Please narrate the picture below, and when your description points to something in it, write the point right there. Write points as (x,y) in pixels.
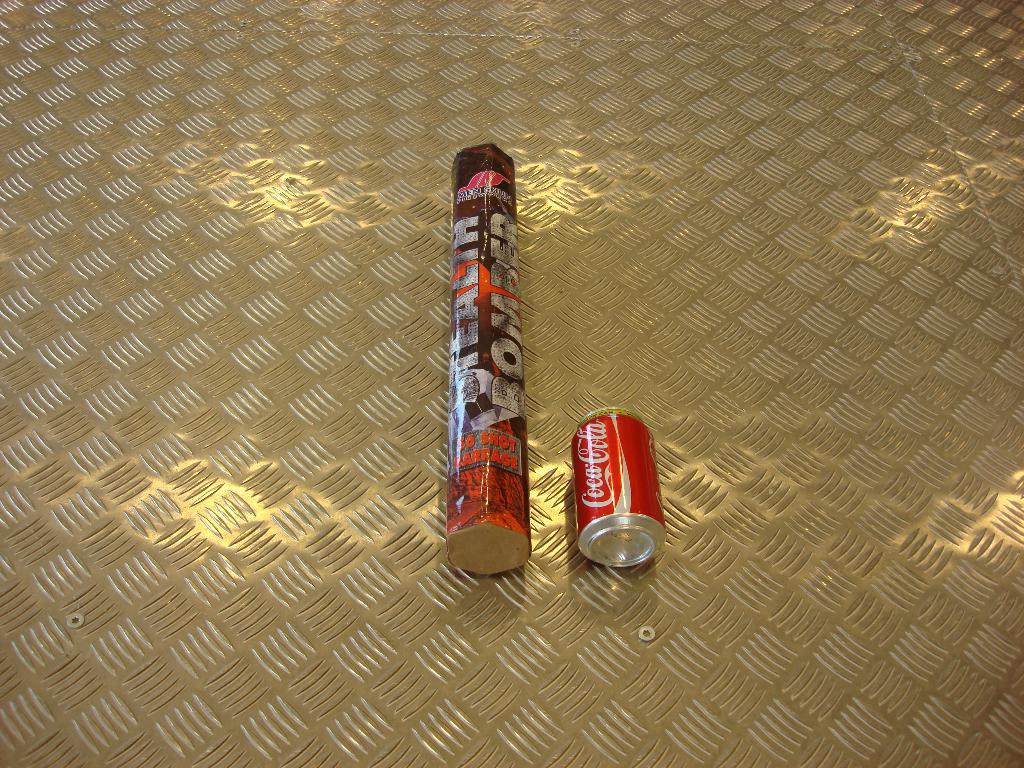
In this picture there is one coca cola can (622,513) and one bomber (473,425) is placed on the steel sheet (355,486).
